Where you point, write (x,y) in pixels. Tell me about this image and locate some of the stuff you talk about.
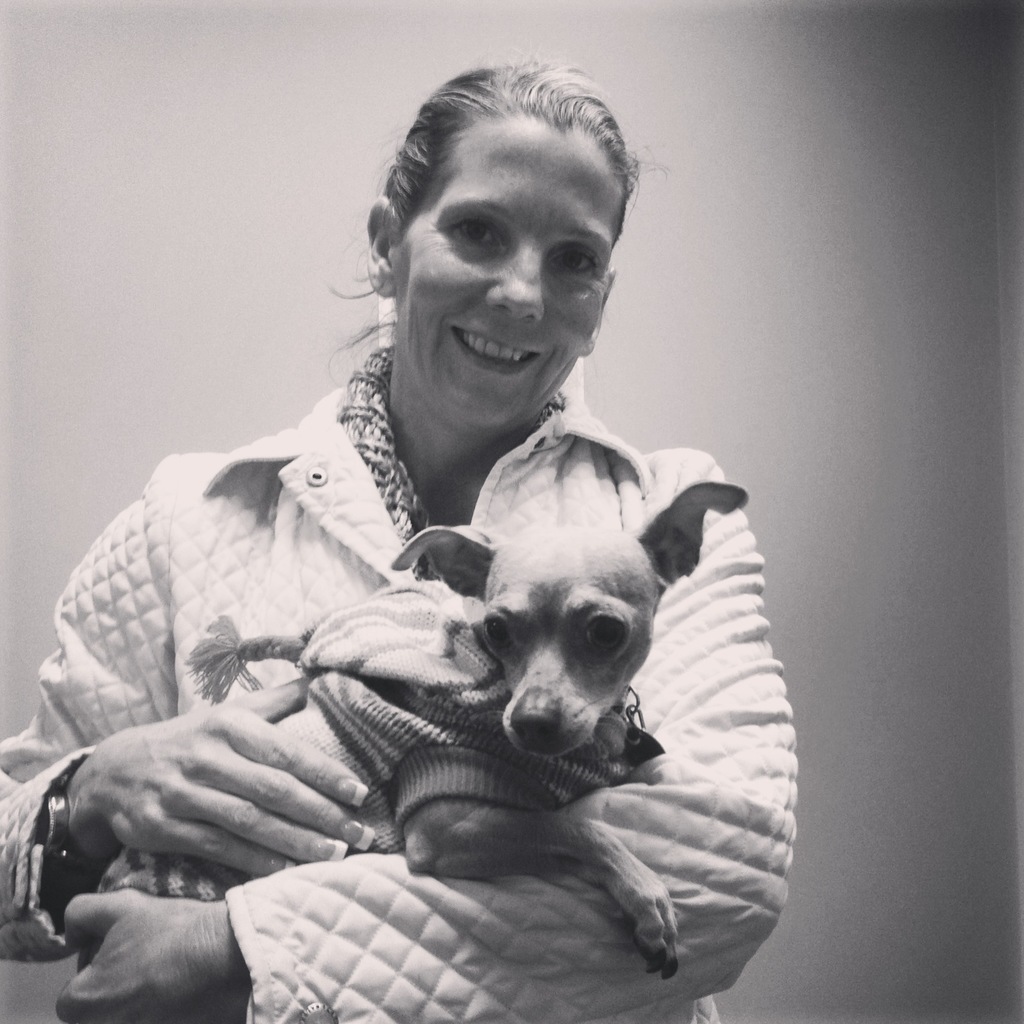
It is a black and white picture where one woman (520,943) is standing in a white coat (682,717) and she is holding a dog (558,792) behind her there is a wall (835,648).
